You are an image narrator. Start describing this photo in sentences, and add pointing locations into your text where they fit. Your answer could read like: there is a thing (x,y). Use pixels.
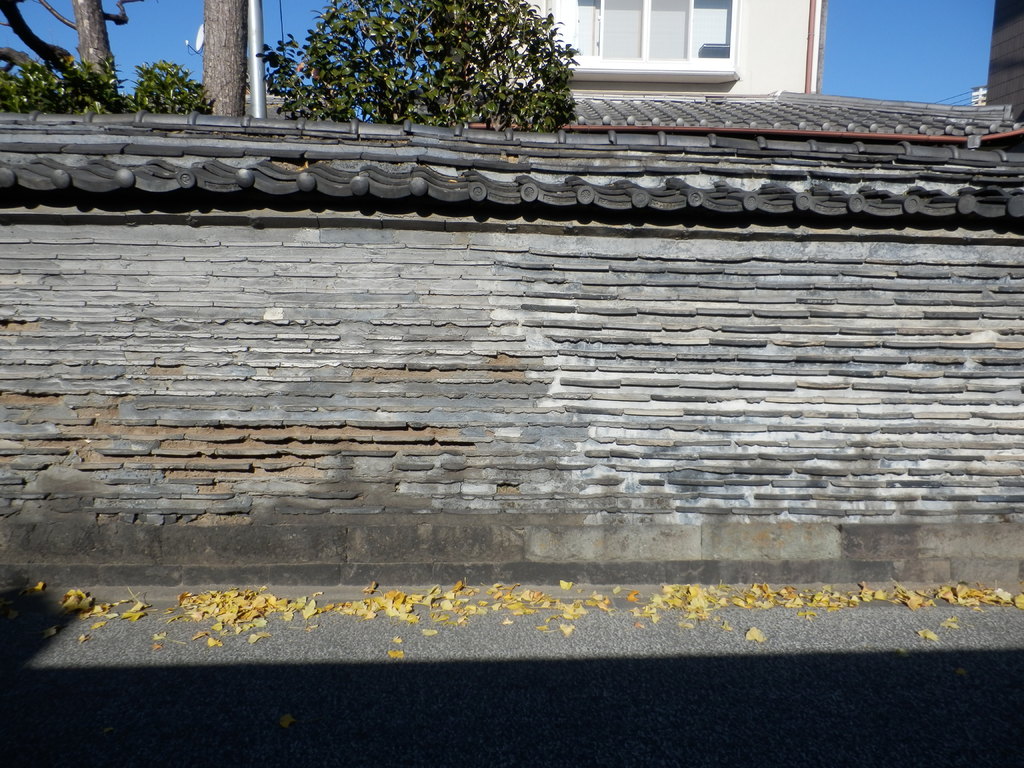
In the foreground of this image (681,695), there is a road (439,693) and few dry leaves (965,591) on it. In the middle (493,459), there is a wall (576,419). At the top (588,97), there is a roof (733,141), trees (201,102), a pole (256,90) and the sky (160,34).
